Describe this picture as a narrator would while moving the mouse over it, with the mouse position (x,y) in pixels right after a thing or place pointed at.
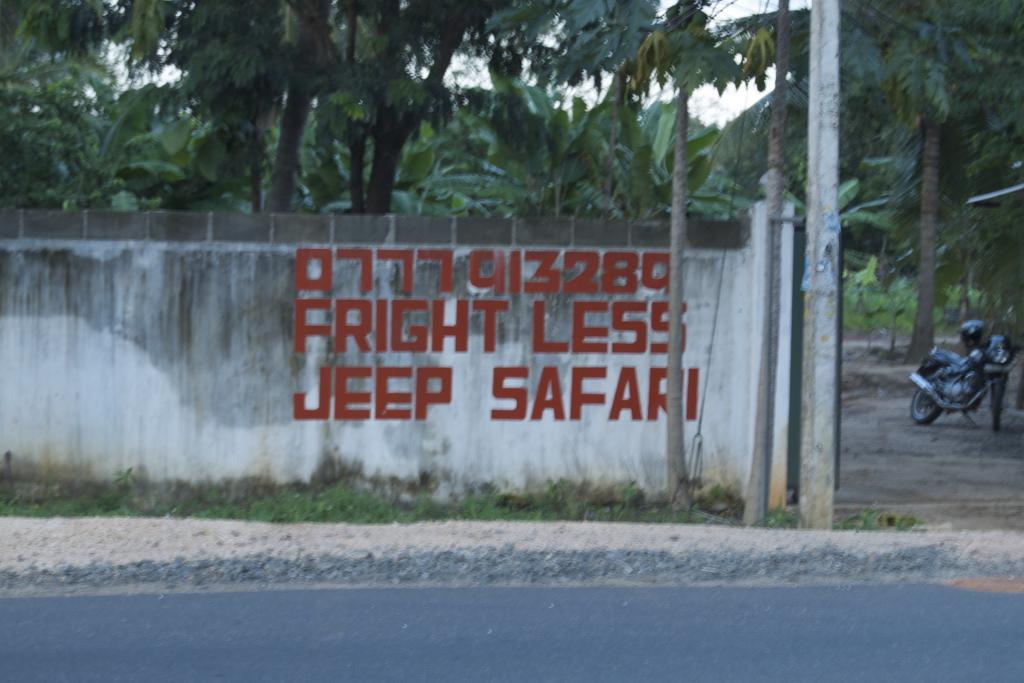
In this image there is a text (538,270) written on the compound wall (308,275), behind the compound wall (529,260) there are trees (660,165), beside the compound wall (696,356) there is a bike (920,378) parked, in front of the compound wall (407,349) there is a road surface (411,596).
